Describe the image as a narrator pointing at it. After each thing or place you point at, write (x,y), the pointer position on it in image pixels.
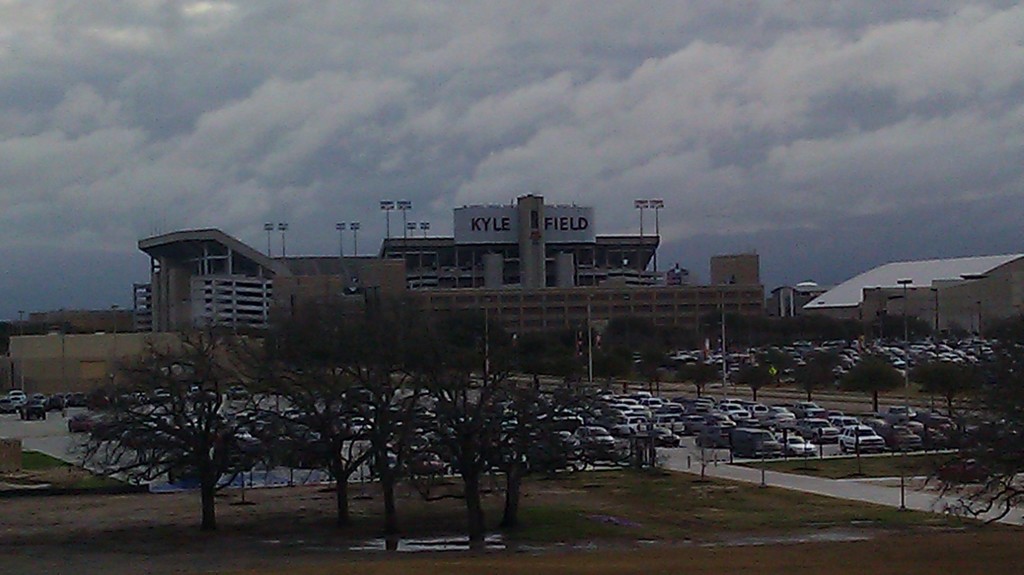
At the bottom (328,385) there are trees (477,430), in the middle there are many vehicles (598,431) that are parked here, and here there is a very big building (536,268), at the top (629,104) it is the cloudy sky (629,104).
